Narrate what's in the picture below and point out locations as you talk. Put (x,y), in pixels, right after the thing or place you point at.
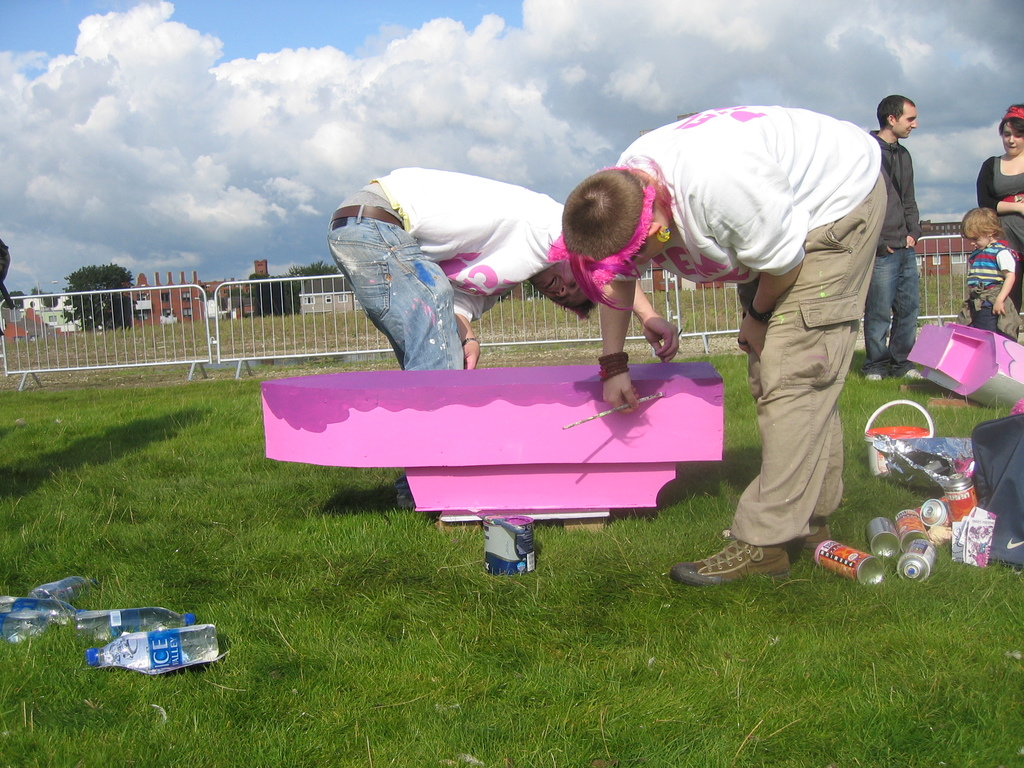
This is an outside view. In the middle of the image (466,328) there are two persons (459,273) bending, holding brushes (619,407) in the hands (628,403) and painting to an object (454,453). On the right side (892,271) a man (910,209), a woman (989,198) and a baby (999,295) are standing. Here I can see few bottles (910,550), bags (988,478) and some other objects (960,368) placed on the ground (906,601). On the left side (156,638) there are few bottles (131,626). At the back of these people (867,283) there is a railing (235,330). In the background (146,280) there are many trees (101,282) and buildings (191,306). At the top of the image (304,32) I can see the sky (283,32) and clouds (175,152). At the bottom (458,696), I can see the grass (583,707) on the ground (641,718).
